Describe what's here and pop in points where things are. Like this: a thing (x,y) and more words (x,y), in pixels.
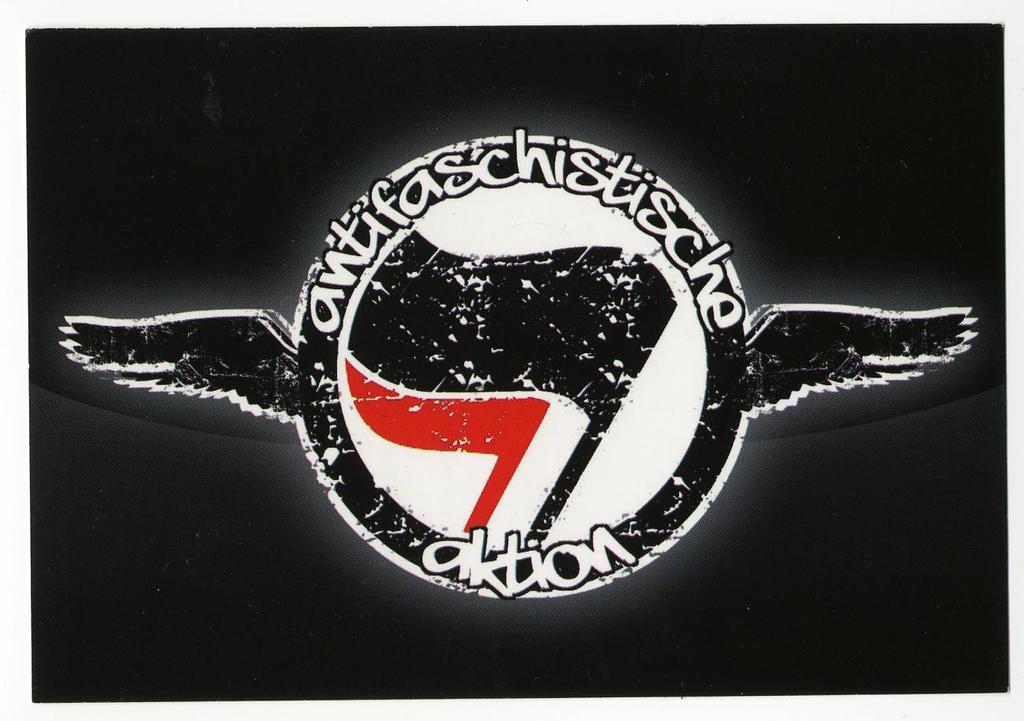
In this picture there is an antifa (648,234) in the center of the image (429,458).
